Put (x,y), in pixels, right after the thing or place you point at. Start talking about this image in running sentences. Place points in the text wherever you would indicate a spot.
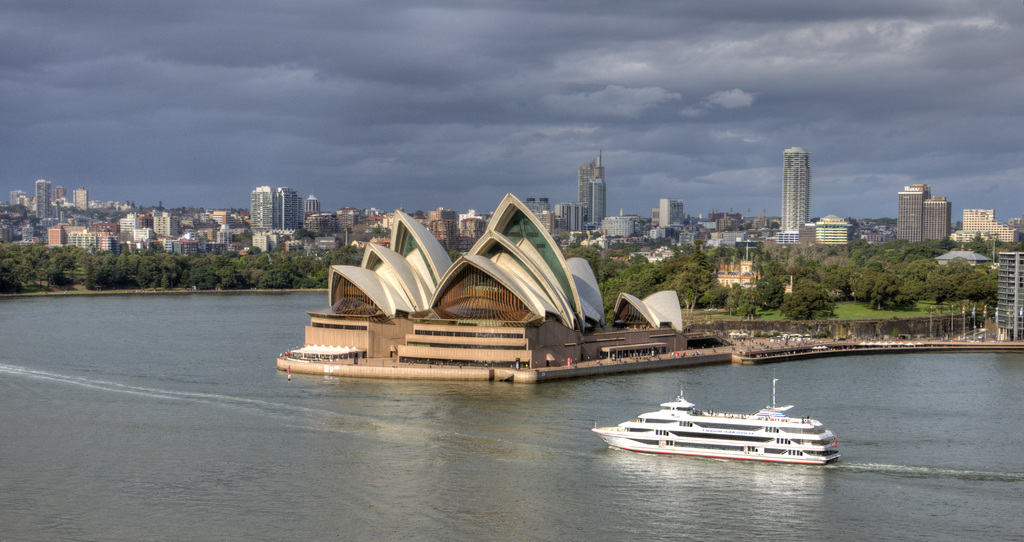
In the image I can see a ocean (75,427) in which there is a boat (706,436) and I can see a path (436,368) on which there is a building (472,331) and also I can see some buildings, trees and plants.
